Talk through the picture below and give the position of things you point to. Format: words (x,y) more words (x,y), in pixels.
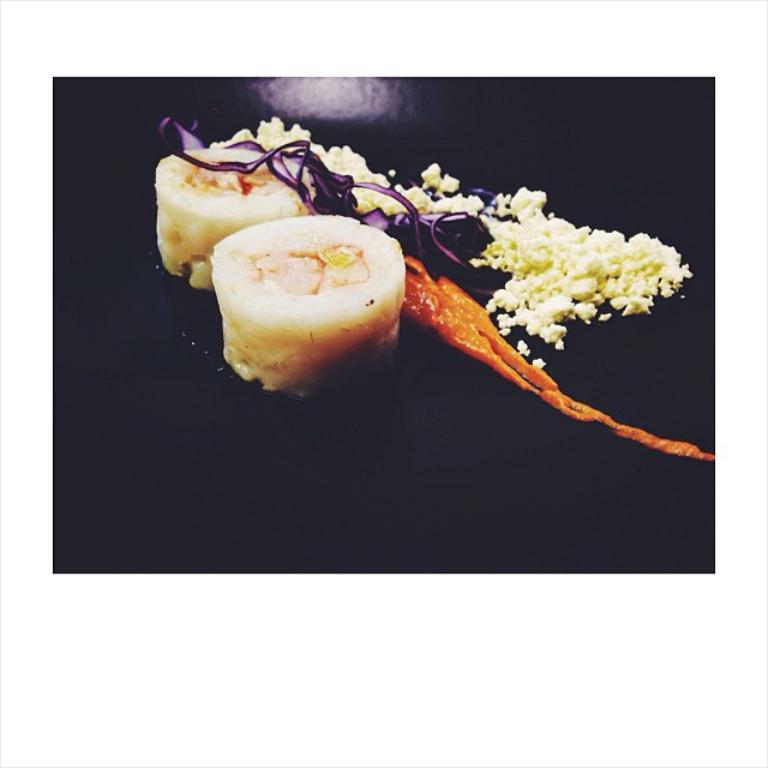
In the image we can see food items (385,196) and the corners of the image are white.
